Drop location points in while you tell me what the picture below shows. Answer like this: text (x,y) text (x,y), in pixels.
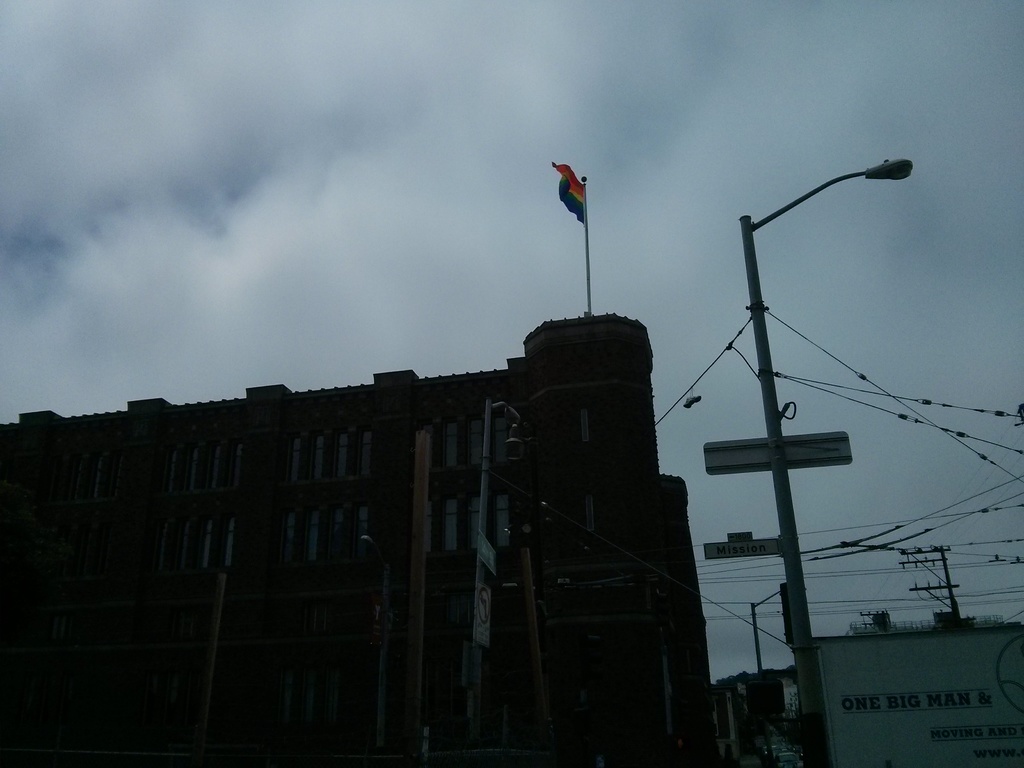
In this picture we can observe a building (565,501). There is a flag (576,196) to the pole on the building (581,418). We can observe some poles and wires (901,520). On the right side (913,680) there is a white color board (888,708). In the background (357,226) there is a sky (358,173) with clouds (286,163).
